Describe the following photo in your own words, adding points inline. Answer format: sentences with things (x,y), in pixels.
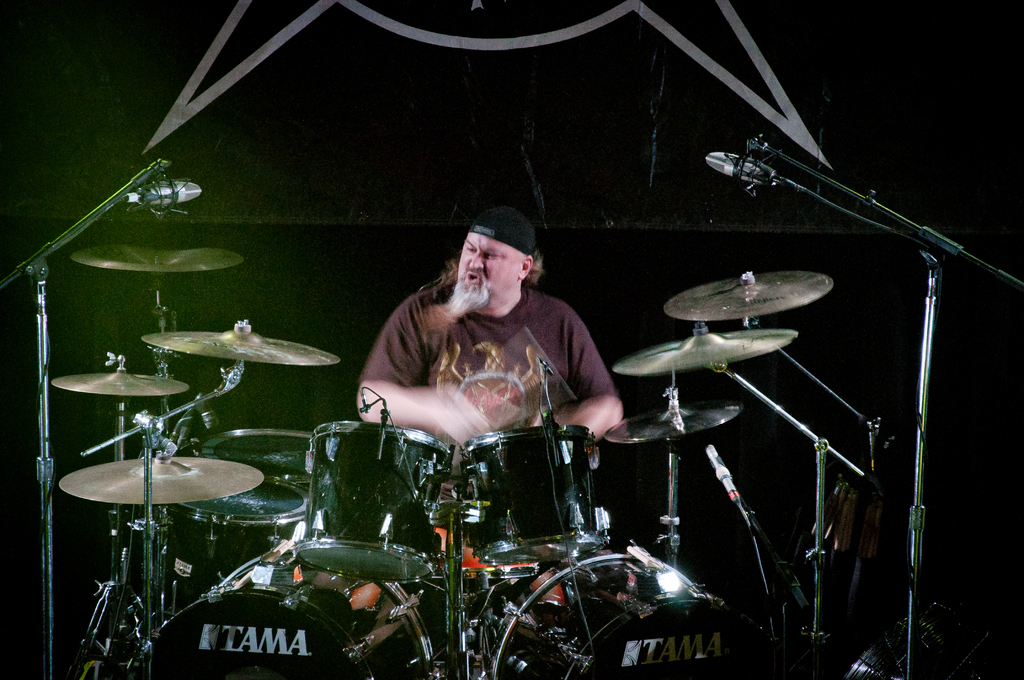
In the foreground (504,304) I can see a person (434,391) is playing musical instruments (484,555) on the stage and mike's (50,486). In the background (738,577) I can see dark color. This image is taken may be during night on the stage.
